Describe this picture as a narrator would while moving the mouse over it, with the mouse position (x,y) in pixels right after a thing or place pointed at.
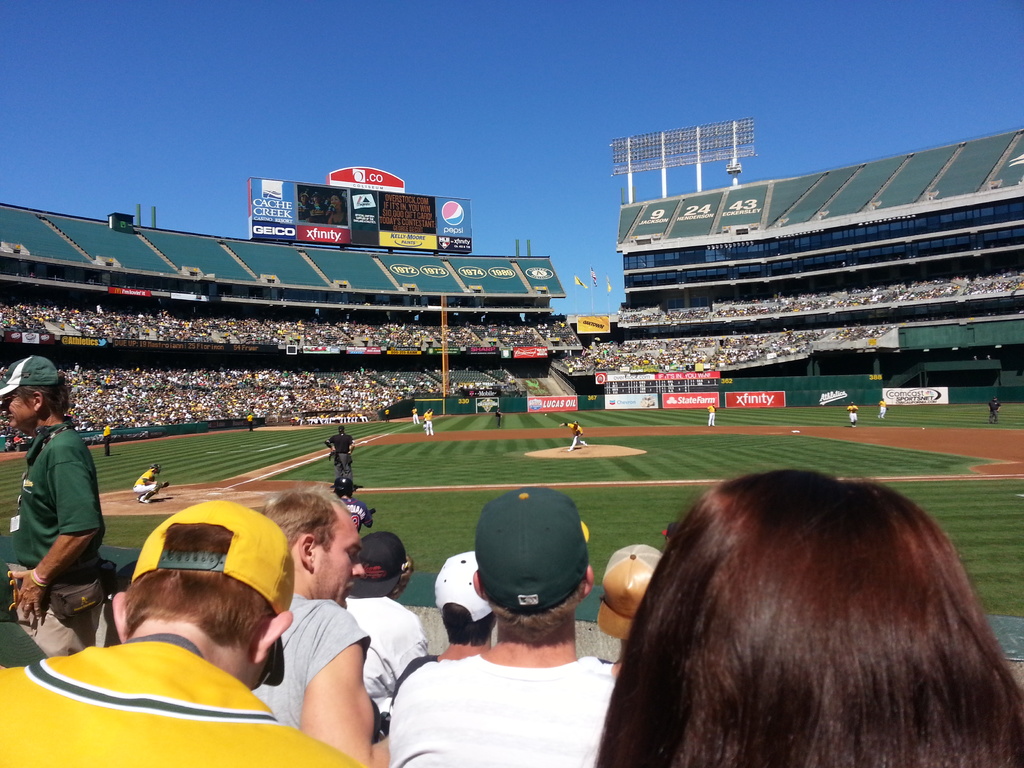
This picture might be taken in a stadium (176,479), in this picture in the center (346,438) there are some people (146,480) who are playing some thing. In the foreground (298,598) and background (100,345) there are a group of people (64,545) who are sitting and watching the game and also we could see some boards (399,221) and hoardings (365,225), on the top of the image (607,55) there is sky (387,105).
